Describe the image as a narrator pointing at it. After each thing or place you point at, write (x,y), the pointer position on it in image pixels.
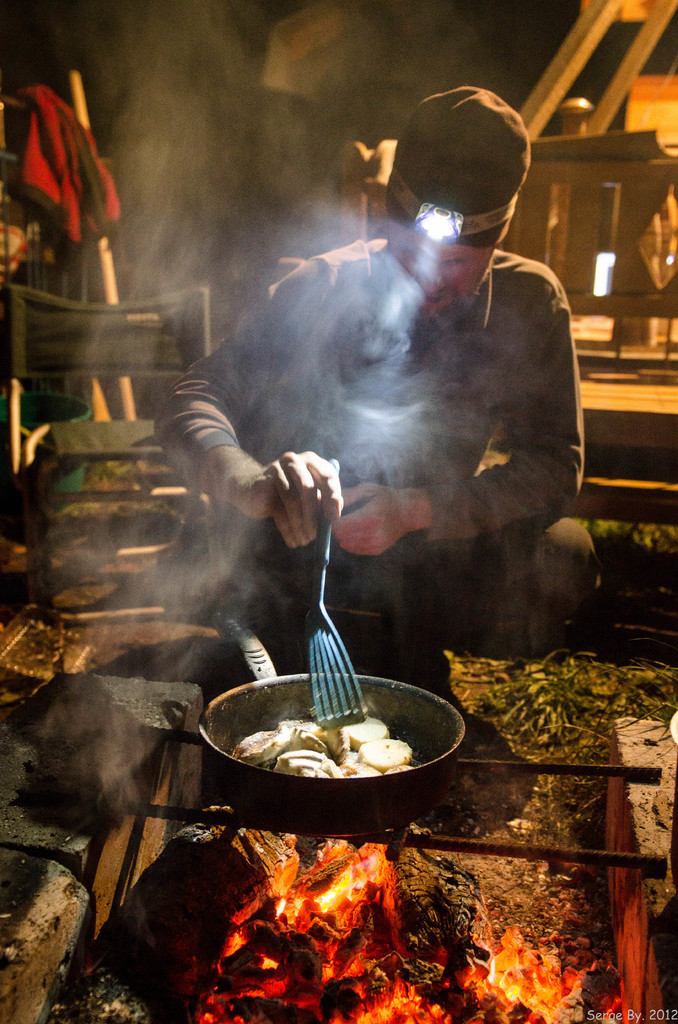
In this image I can see the person (229,459) holding some object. In front (286,739) I can see the food (379,739) in the pan (302,716). In the background (562,240) I can see few wooden objects (673,182) and I can also see the cloth (36,166) in red color and the sky (420,53) is in black color.
